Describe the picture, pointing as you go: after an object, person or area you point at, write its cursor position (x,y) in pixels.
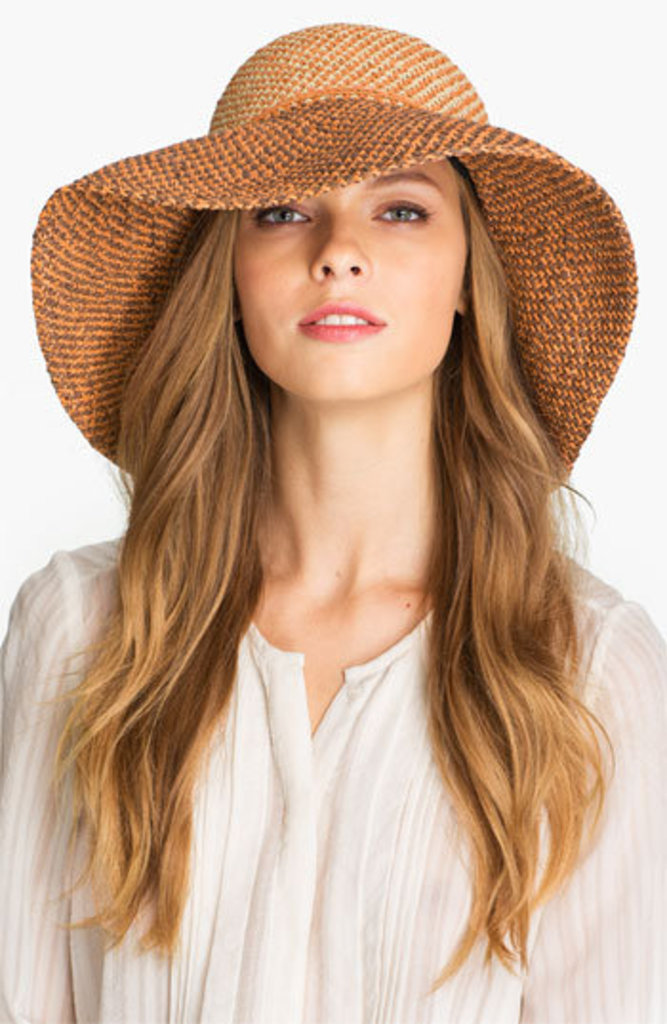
In this image I can see a person (425,810) and the person (366,770) is wearing cream color shirt (322,875) and brown color hat (408,142) and the background (596,66) is in white color.
